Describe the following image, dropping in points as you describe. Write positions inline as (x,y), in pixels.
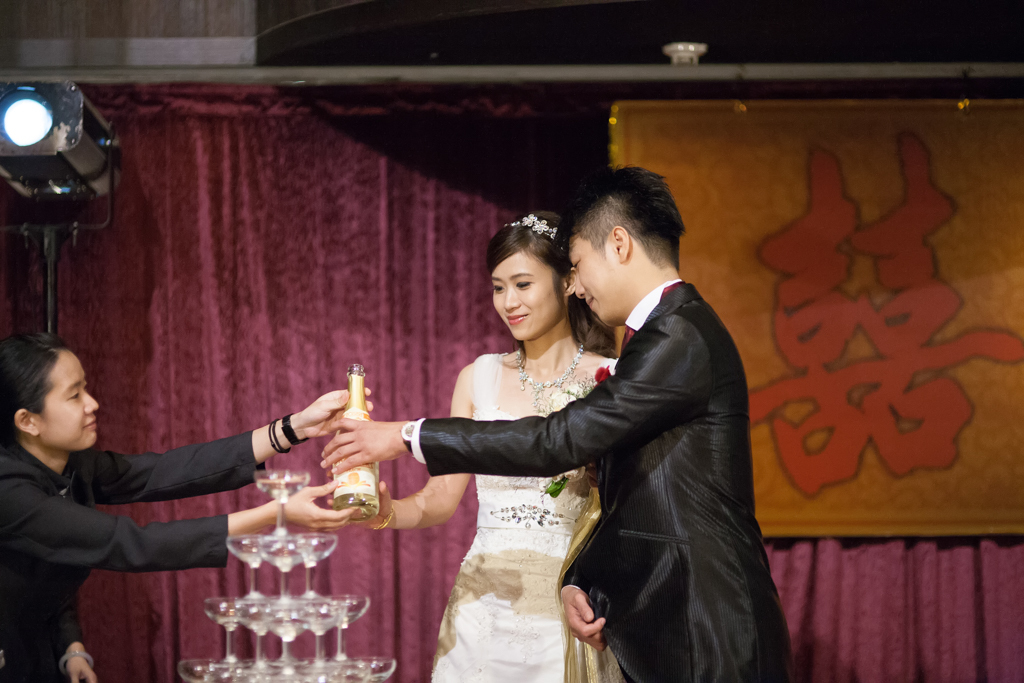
In the image there is a bride couple (501,446) holding a wine bottle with wine glasses (262,632) in front of them and a woman (22,373) in black dress (3,468) on the left side (52,355), behind them there is curtain (333,343) on the wall (310,8).
